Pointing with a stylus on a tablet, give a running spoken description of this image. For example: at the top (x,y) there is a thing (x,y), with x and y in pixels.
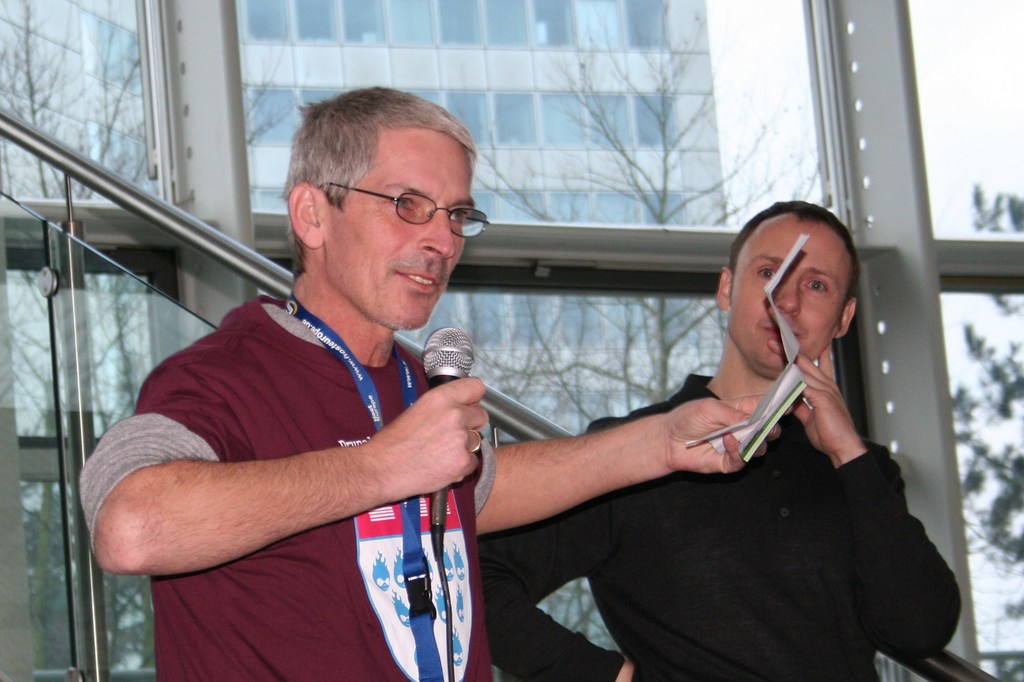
In this picture we can see two men (657,425), the left side person (378,291) wore spectacles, and he is holding a microphone (458,362), behind to him we can see metal rods (193,224), in the background (582,305) we can find few trees (580,150) and buildings (543,90).
